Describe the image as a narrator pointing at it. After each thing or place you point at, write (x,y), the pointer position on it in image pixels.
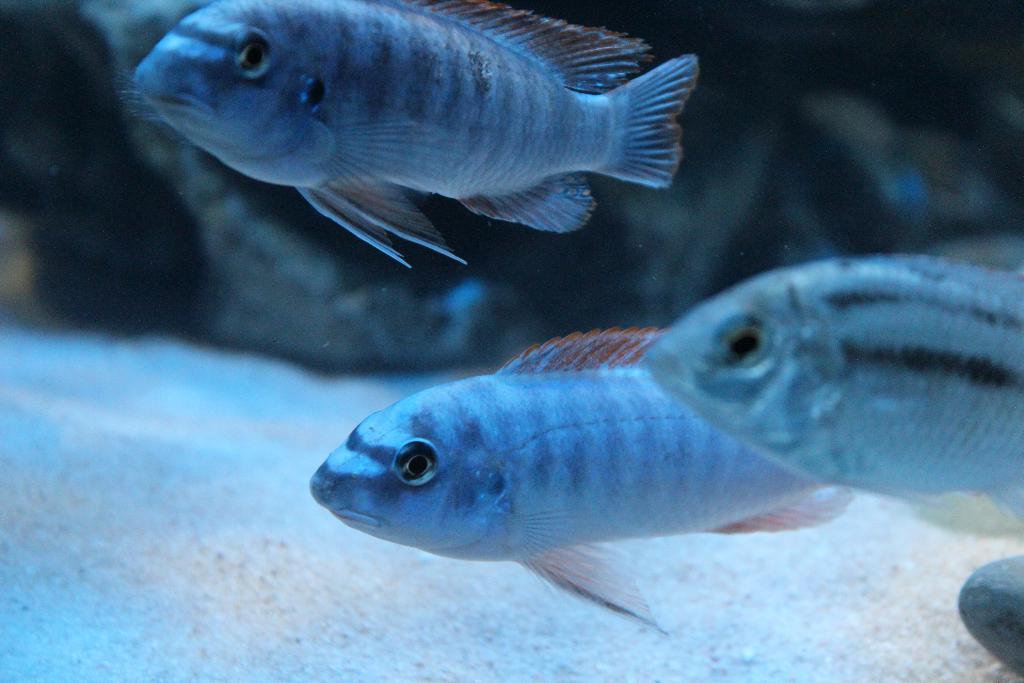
This image is taken in the water (701,292). At the bottom of the image (135,560) there is sand (161,507). In the middle of the image (512,428) there are three fishes (620,446) in the water (122,234). In the background (447,302) there is a rock (817,202).
